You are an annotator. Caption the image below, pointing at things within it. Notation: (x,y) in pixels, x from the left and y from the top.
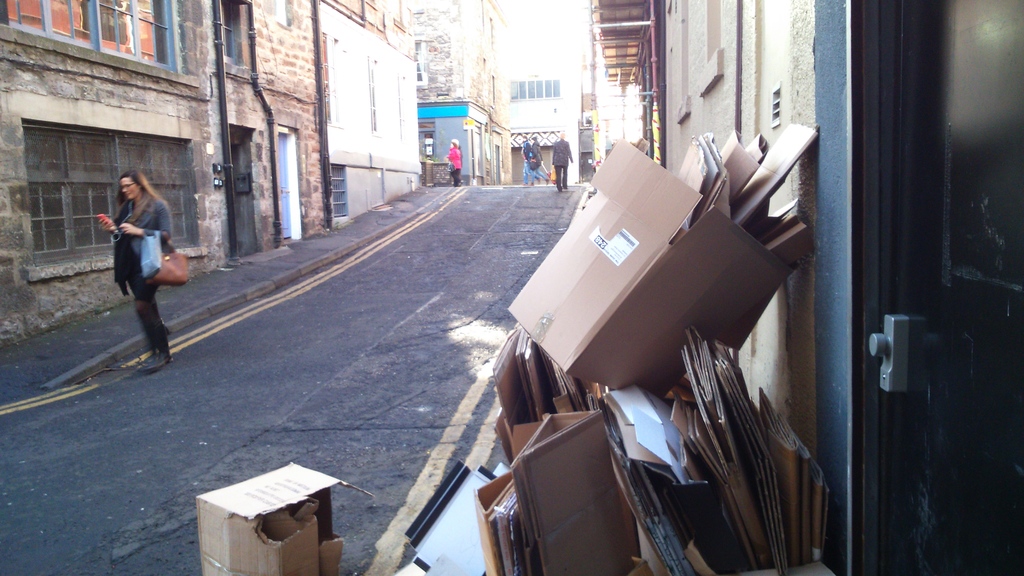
In the picture I can see people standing on the road (280,304). I can also see buildings (363,176), pipes (229,160) attached to the walls (212,73) of buildings (220,143), yellow lines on the road (332,292), cardboard boxes (677,243) and some other object (470,563) on the ground (412,481).
